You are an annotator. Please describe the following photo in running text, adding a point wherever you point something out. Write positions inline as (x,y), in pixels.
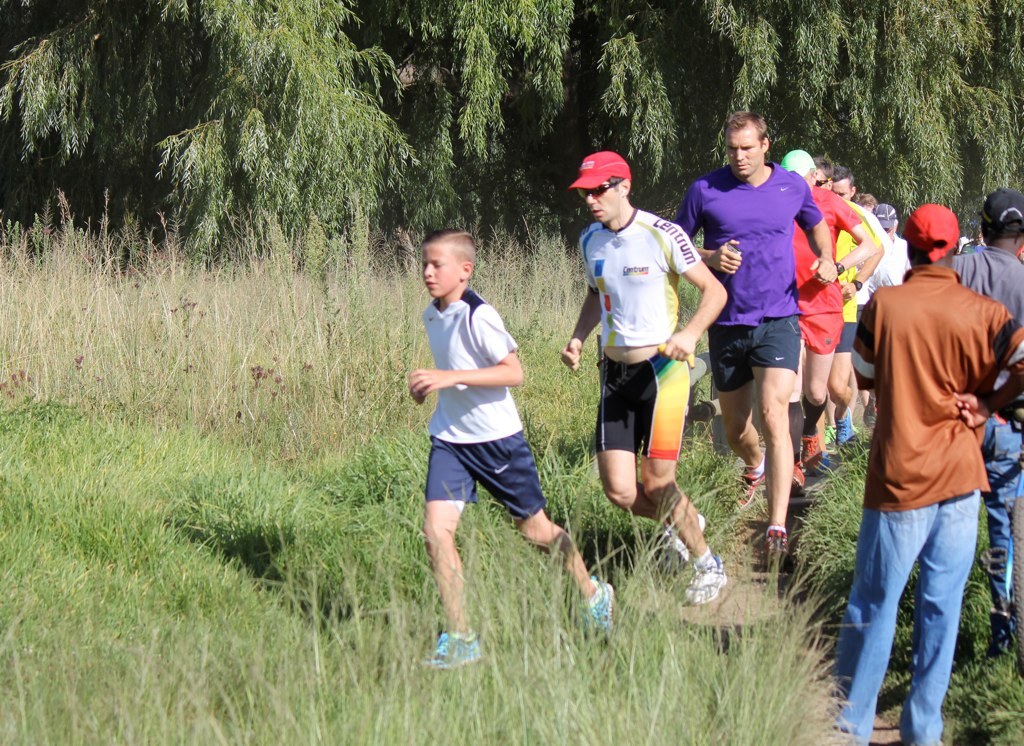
In the foreground of the picture (617,378) there are people (607,339) running and there are plants (322,473), grass (469,556), path (761,609) and few people (984,422) standing. In the background (253,95) there are trees (494,64).
